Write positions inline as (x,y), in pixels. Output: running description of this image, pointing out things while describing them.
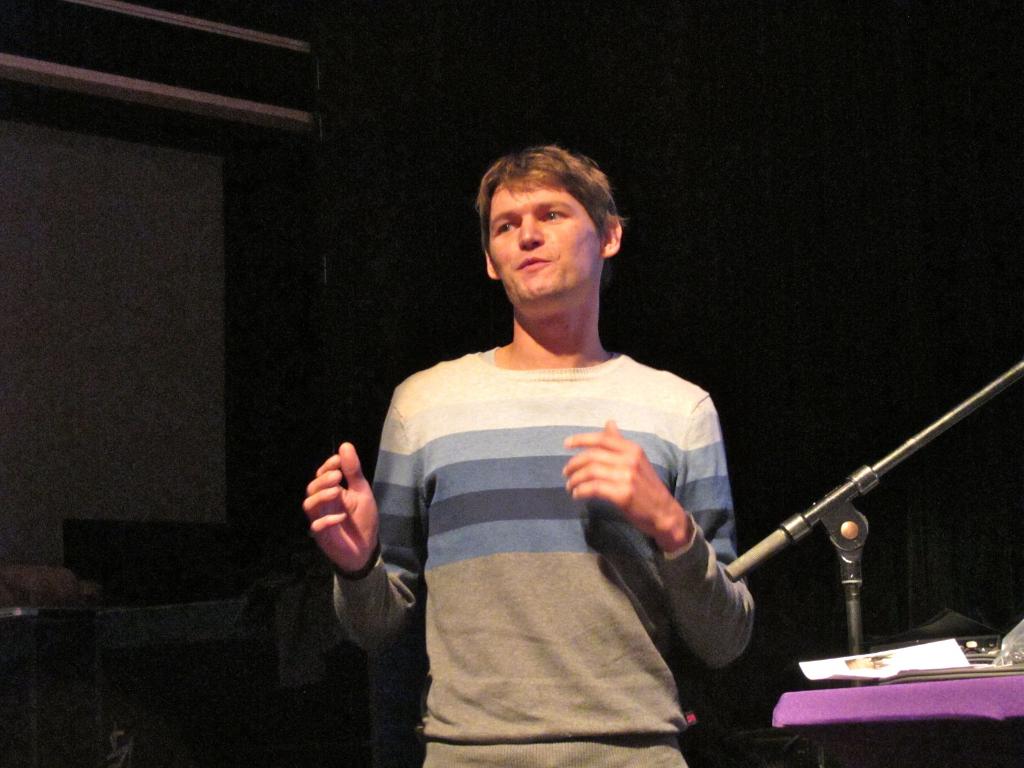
In this picture we can see a man (538,601) is standing and on the right side of the man (548,640) it is looking like a table (848,700) and on the table (861,692) there is a paper (931,662) and a stand (840,545). Behind the man (530,500) there is a dark background (903,466).
